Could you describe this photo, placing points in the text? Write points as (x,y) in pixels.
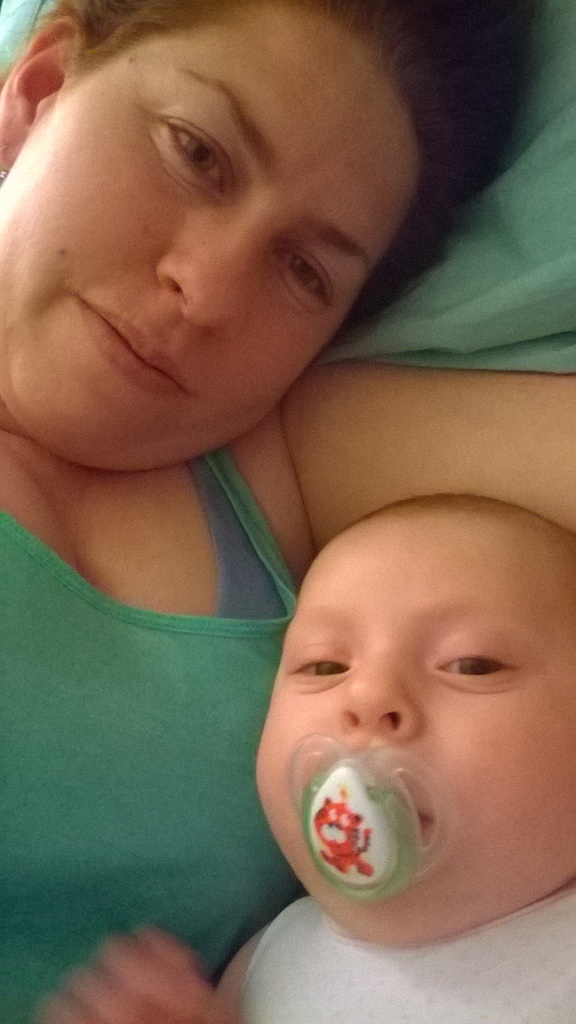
In the center of the image (257,504) we can see woman (205,302) and baby (461,559) laying on the bed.
